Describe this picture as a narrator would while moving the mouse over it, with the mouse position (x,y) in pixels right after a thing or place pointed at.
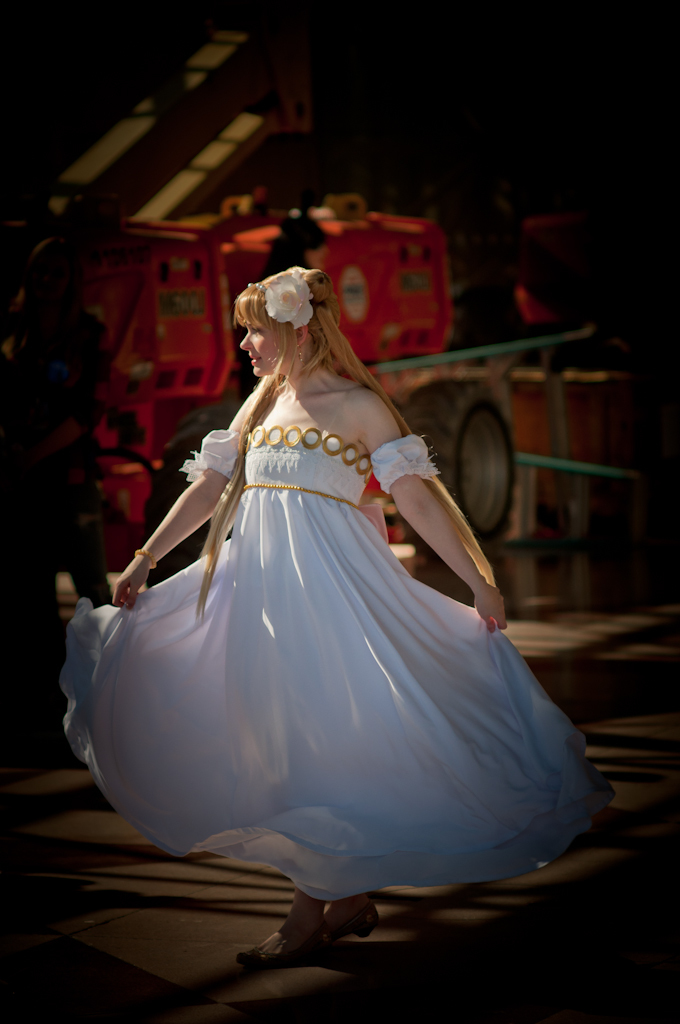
In the center of the image (319,628) we can see a lady (337,569) wearing a white dress (316,711). In the background (244,256) we can see a vehicle (164,289). At the bottom (195,957) there is a road (378,985).
